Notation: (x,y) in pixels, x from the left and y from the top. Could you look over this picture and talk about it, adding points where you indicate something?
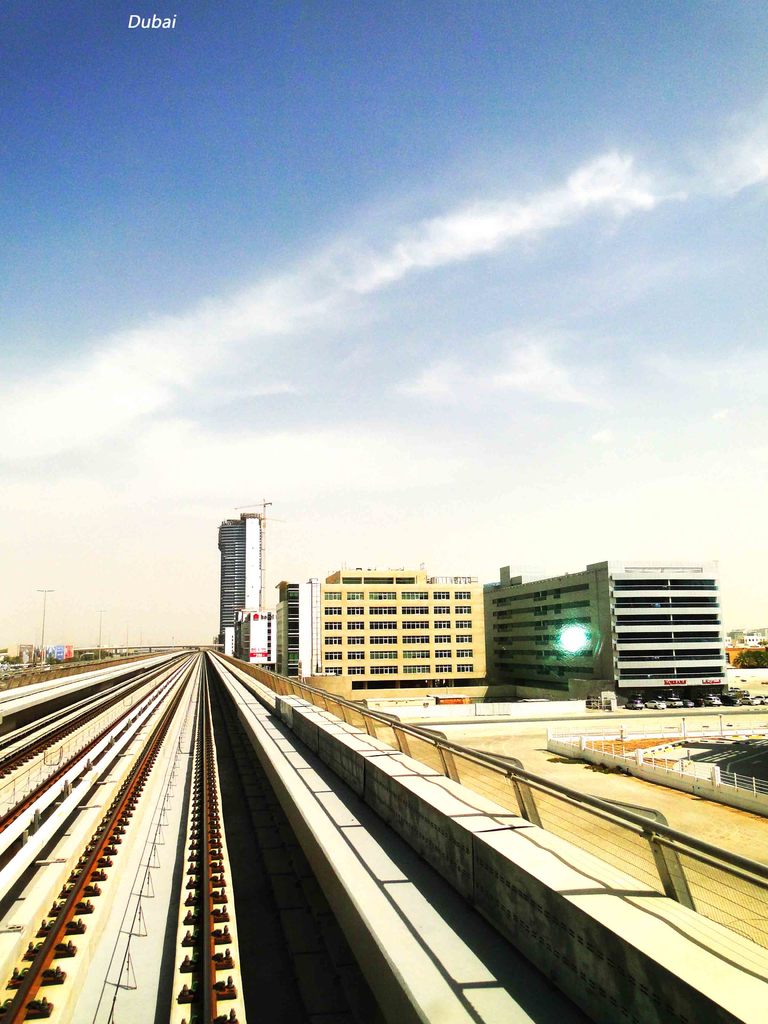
In the center of the image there are railway tracks (197,787). On the right side of the image (520,626) we can see buildings (496,669) and roads (617,782). In the background (262,382) there is a sky (215,278) and clouds (222,389).
